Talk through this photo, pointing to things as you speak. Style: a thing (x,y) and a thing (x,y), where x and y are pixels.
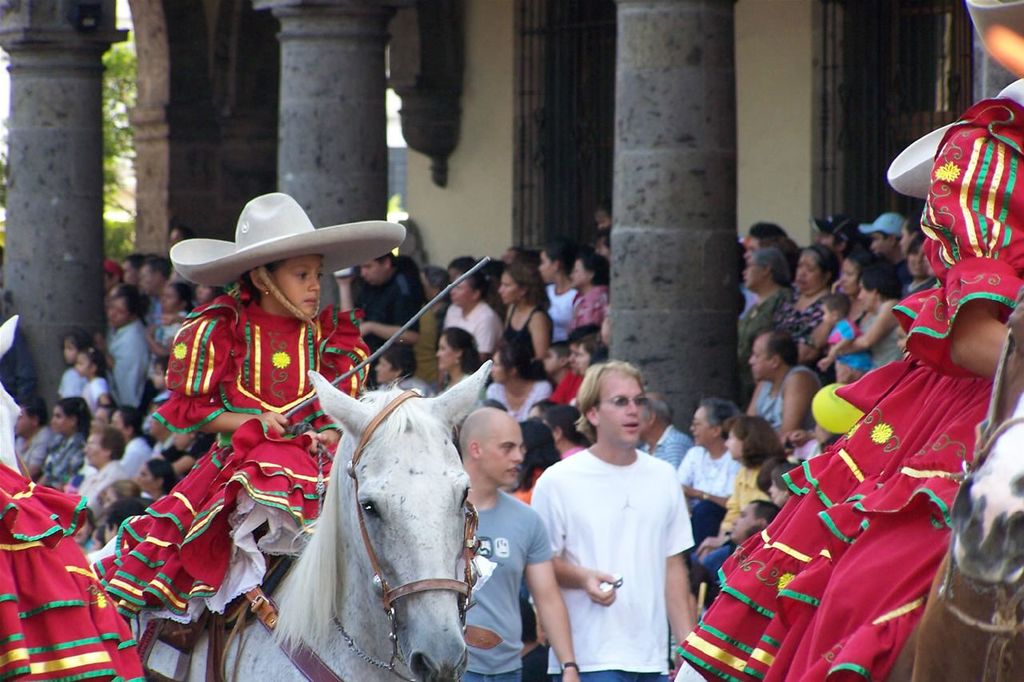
In this image I see a child (242,336) on a horse (478,394) and in the background (60,246) I see number of people (472,452) and pillars (316,217) and the wall (474,5).
